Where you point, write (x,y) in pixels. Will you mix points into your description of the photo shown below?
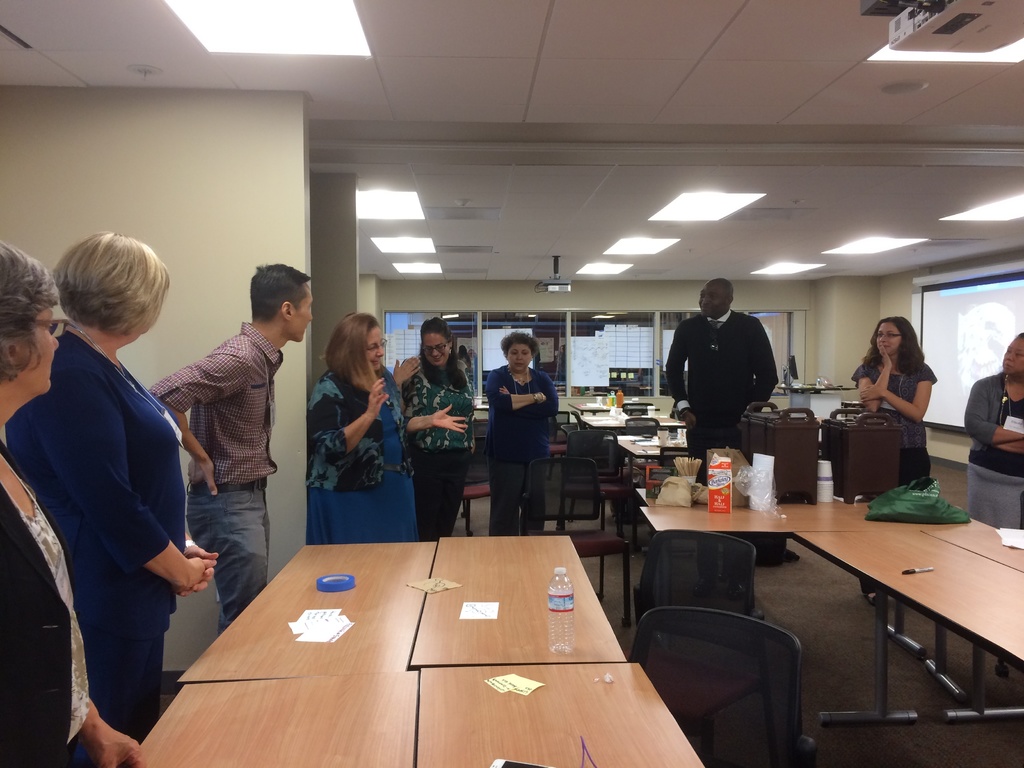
In the image there are group of people (380,433) standing in front of a table (543,588). On table (732,508) we can see a water bottle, paper (321,621), card (328,634), box (722,499), cover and there are also few chairs (660,544) beside table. On right side (955,343) we can see a white color screen (988,372), on left side (281,179) we can see a wall (257,205) which is in cream color. On top (578,100) there is a roof (552,98) and few lights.
